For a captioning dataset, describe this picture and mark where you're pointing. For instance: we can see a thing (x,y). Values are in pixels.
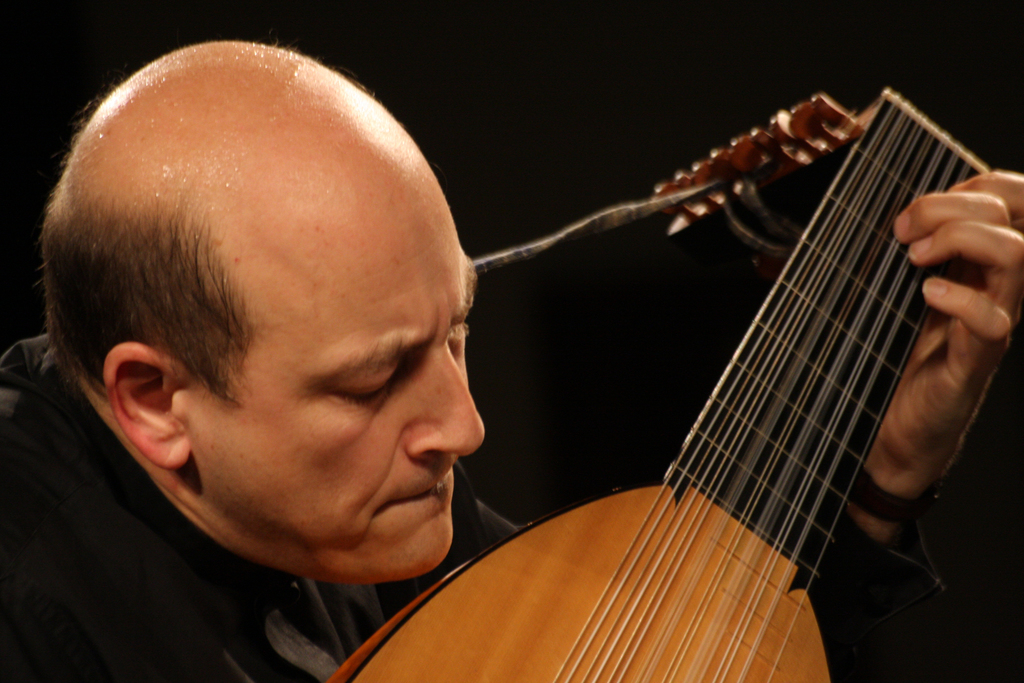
A man (119,589) with black shirt (146,602) is playing a musical instrument (752,494).
